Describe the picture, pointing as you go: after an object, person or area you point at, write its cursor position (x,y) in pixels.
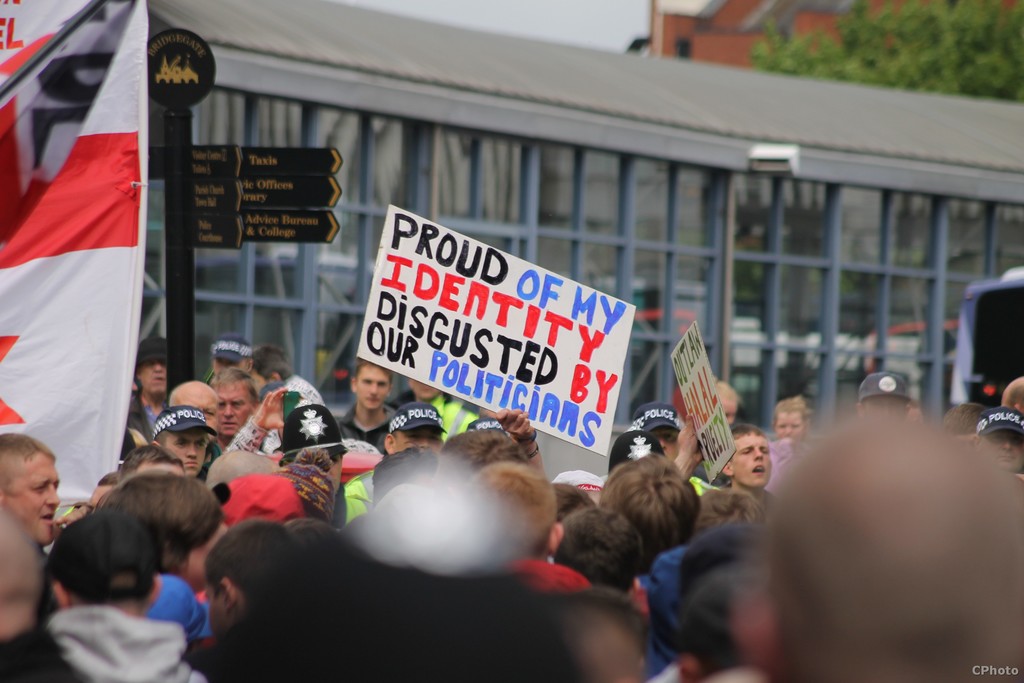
In this picture we can see some people (355,503) standing, some of these people (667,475) are holding boards (607,383), on the left side (97,295), there is a cloth (103,274), a pole (177,268) and boards (244,200), in the background (753,172) there is a building (903,103), there is a tree (952,57) at the right top of the picture (984,42), we can see glasses (845,221) of this building (642,238).
